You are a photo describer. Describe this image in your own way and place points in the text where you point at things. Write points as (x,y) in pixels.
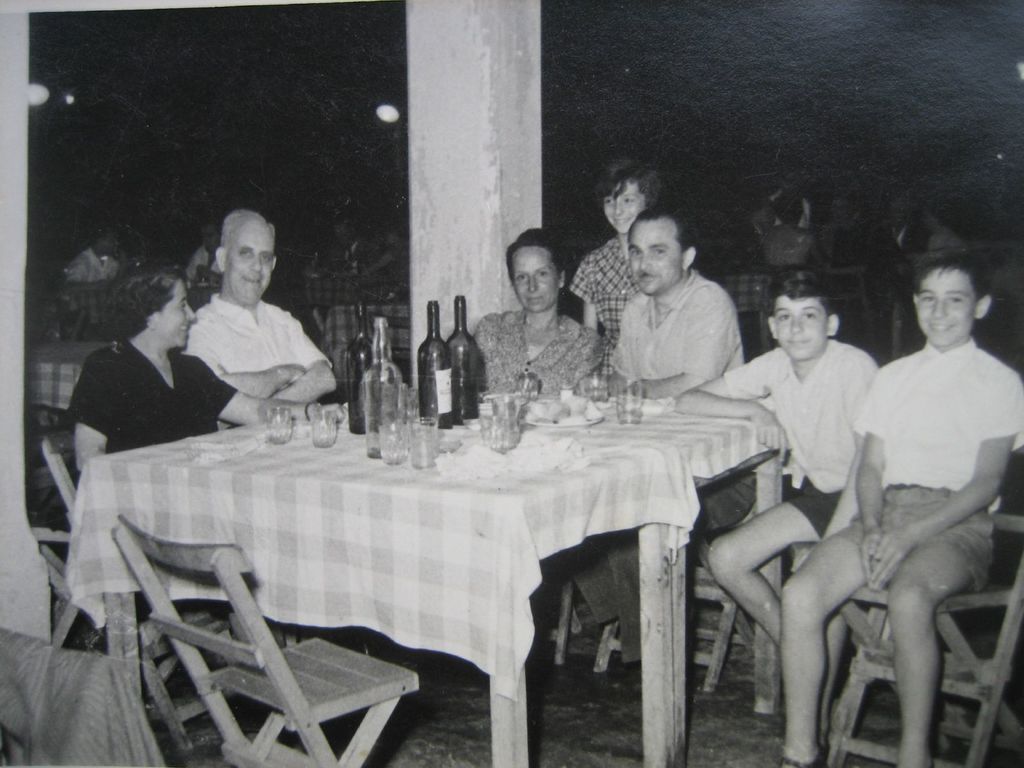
This is a black and white image. This might be a picture taken in restaurant (540,334). In the center of the picture (361,445) there is a dining table (436,637) and chairs (340,715). On the table (380,468) there are bottles (386,395), glasses (405,448). Around the table (441,441) there are many people (605,307) seated, all are smiling. In the background of the picture (91,258) there are tables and people (850,217) seated. In the center of the picture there is a pillar (455,22). Background (363,173) is dark.
